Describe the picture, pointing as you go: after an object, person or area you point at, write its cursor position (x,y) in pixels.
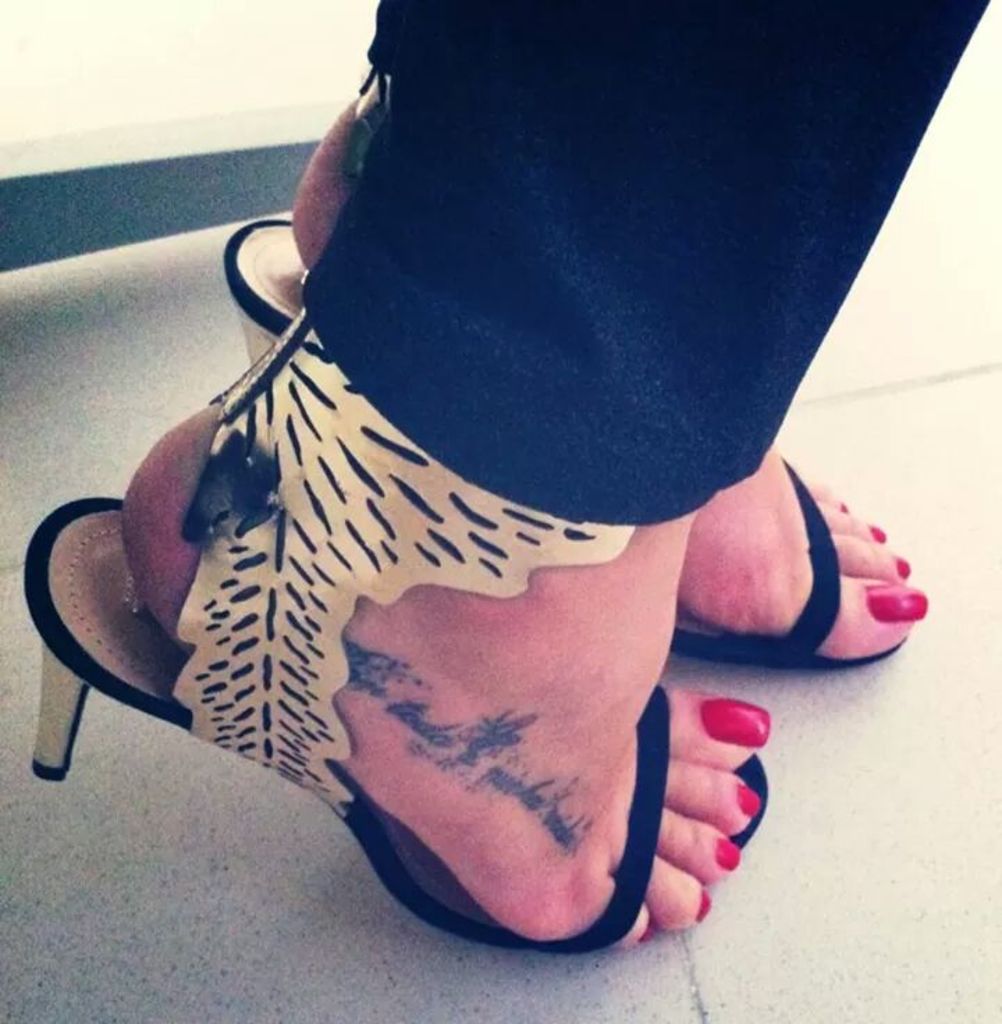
In the image we can see human legs (421,494), wearing clothes (538,208) and sandals (165,671). This is a floor (300,806).
